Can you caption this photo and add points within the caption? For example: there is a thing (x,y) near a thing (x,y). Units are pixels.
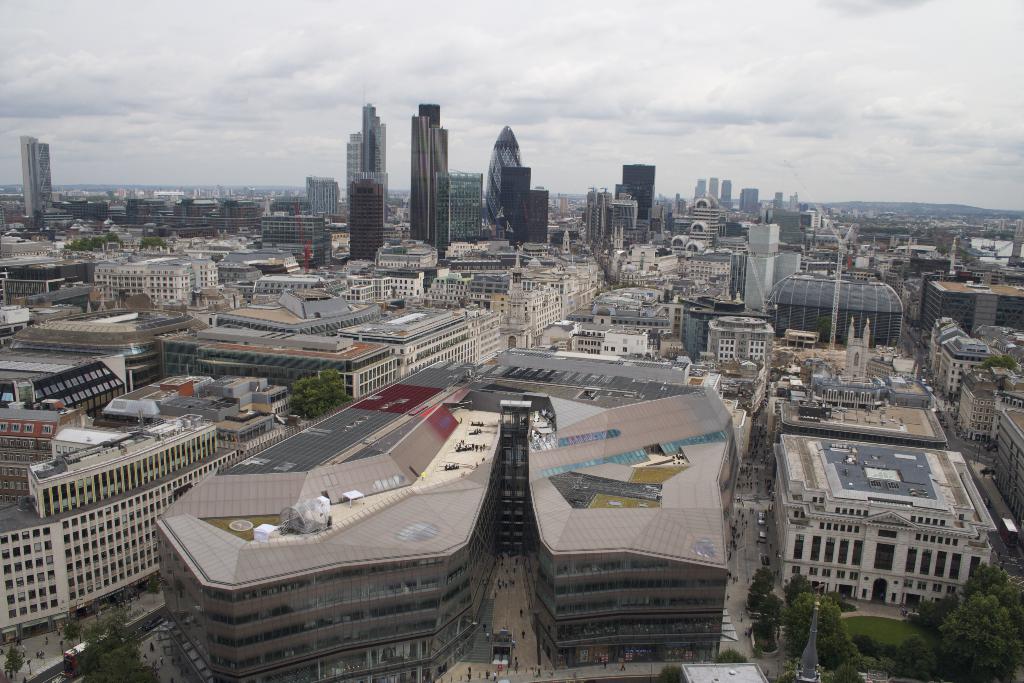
This image consists of many building (649,416) and skyscrapers (519,220). And there are terraces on the building (412,533). To the top (474,153), there are clouds (682,65) in the sky (738,116). At the bottom (633,670), there are roads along with trees (773,642) and plants (839,622).
